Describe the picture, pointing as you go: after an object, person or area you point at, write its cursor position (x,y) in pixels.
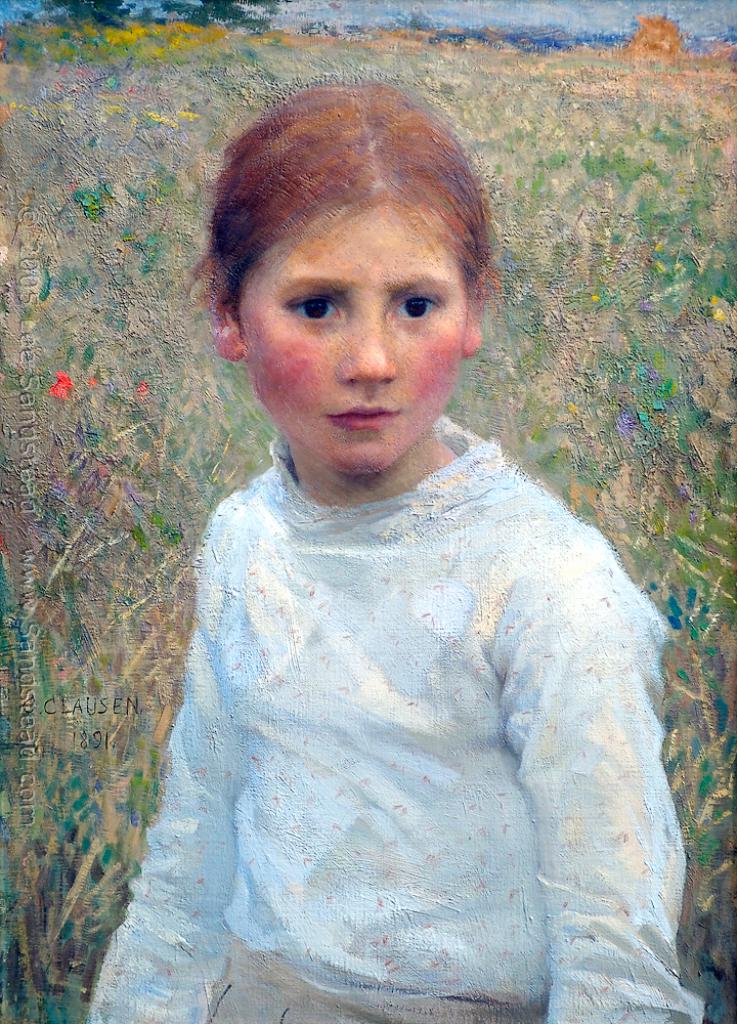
In this image I can see the painting (372,383) of a girl (362,498) who is wearing blue colored dress (379,723) and in the background (598,475) I can see few plants (571,222) which are yellow and green in color and the sky (555,19) which is blue in color.
